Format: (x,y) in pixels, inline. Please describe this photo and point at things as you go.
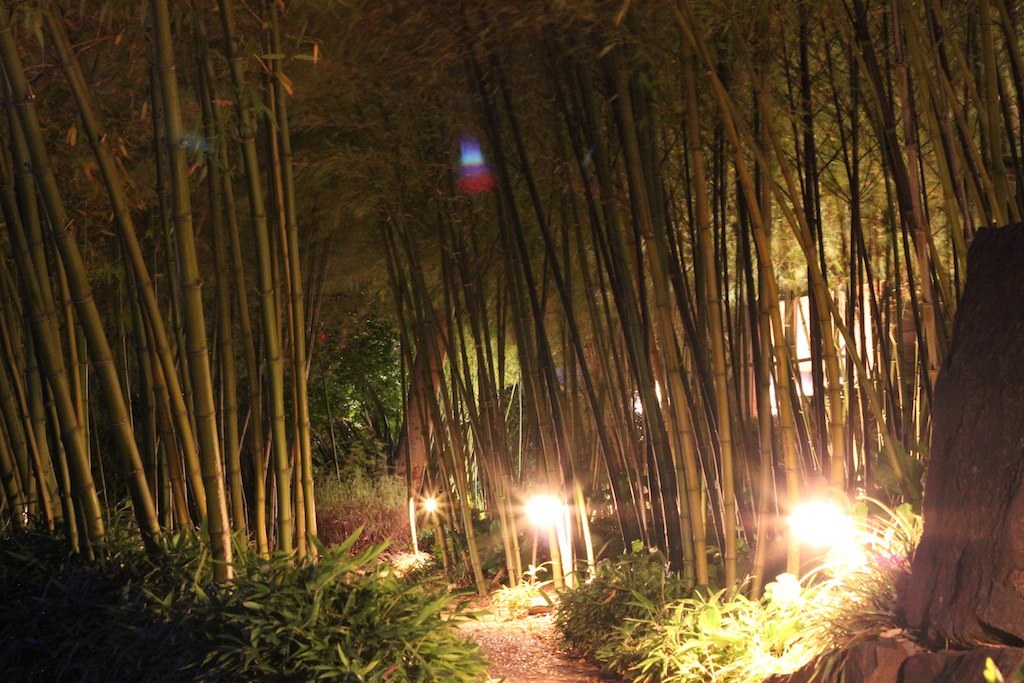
In this image I can see there is a plant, Trees (279,314) and a light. And there is a trunk (970,336).
